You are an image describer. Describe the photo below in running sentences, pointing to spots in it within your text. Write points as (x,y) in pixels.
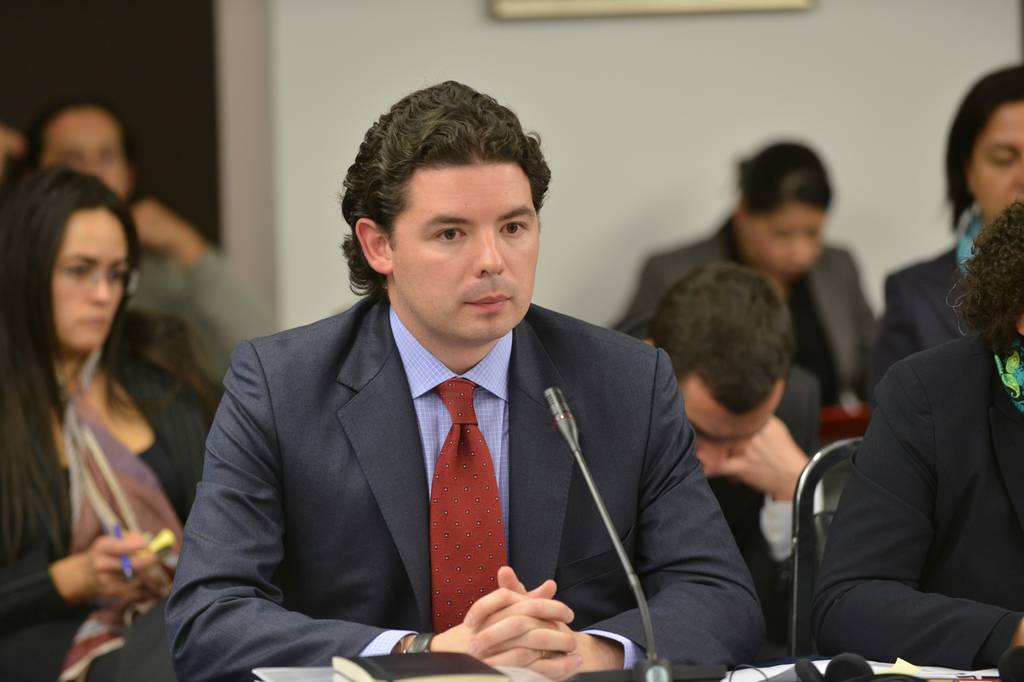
In the foreground of this picture (468,573), there is a man (472,588) sitting in front of a mic (660,666) and there is a mic (661,679), books (475,672), and few papers (884,671) on the table (390,675). In the background (124,280), there are persons (98,294) sitting on the chairs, wall (678,70), and a frame (583,12) on it.
